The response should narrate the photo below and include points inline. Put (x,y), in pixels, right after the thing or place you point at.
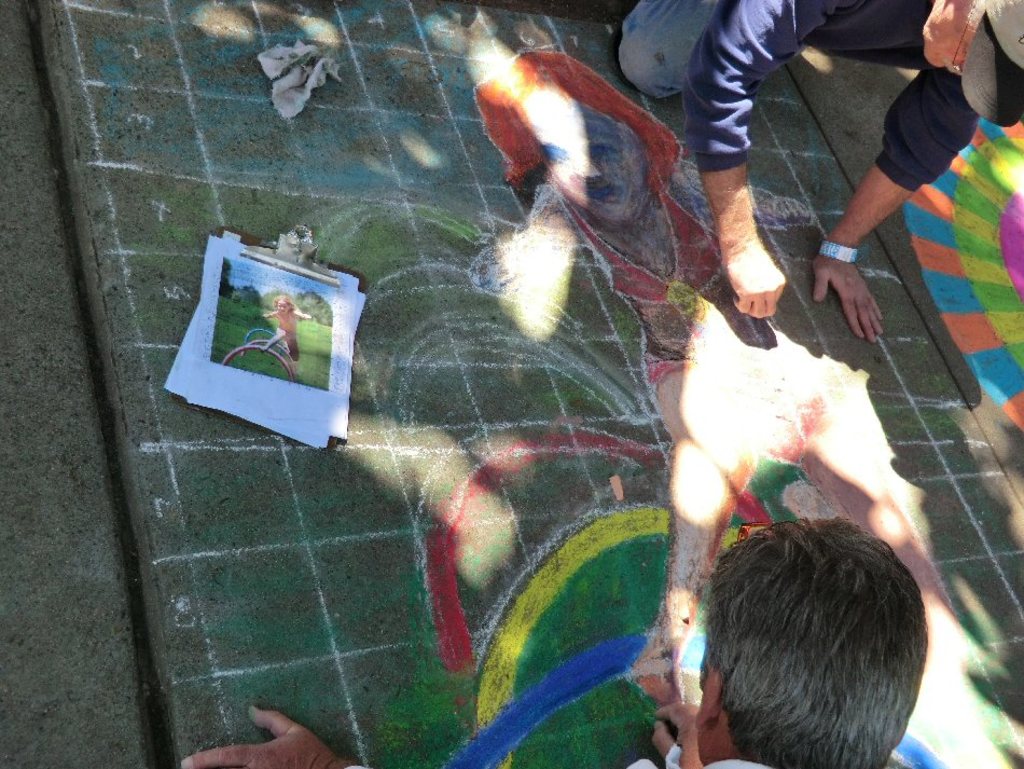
In this picture, we can see a few people (749,284) and some art (664,214) on the ground (519,245) and we can see some objects (201,367) on the ground (421,384).
